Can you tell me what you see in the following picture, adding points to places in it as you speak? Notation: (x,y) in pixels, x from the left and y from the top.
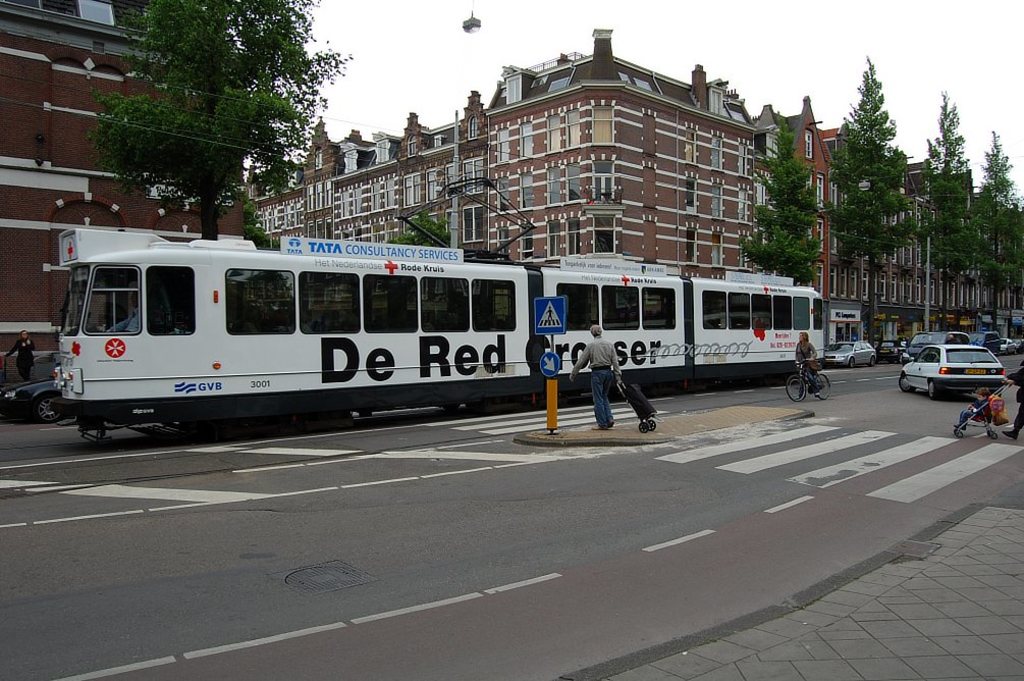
This picture is clicked outside on the road (835,564). On the right corner (1022,388) there is a person (1019,376) walking on the ground (994,453) and a kid (976,401) sitting in the trolley (976,419) and we can see another person (799,343) riding a bicycle (805,389). On the right (943,473) there is a zebra crossing (923,491) and a person (605,369) holding a bag (631,388) and standing on the ground (595,444). There are two blue color boards (549,303) attached to the pole (551,350). In the center (443,256) there is a white color vehicle (300,343) seems to be standing on the road (303,448) and we can see there are many number of vehicles (912,385) seems to be running on the road (898,402). In the background (538,160) we can see the sky (587,54), buildings (551,117), trees (128,104) and a person (31,345).
